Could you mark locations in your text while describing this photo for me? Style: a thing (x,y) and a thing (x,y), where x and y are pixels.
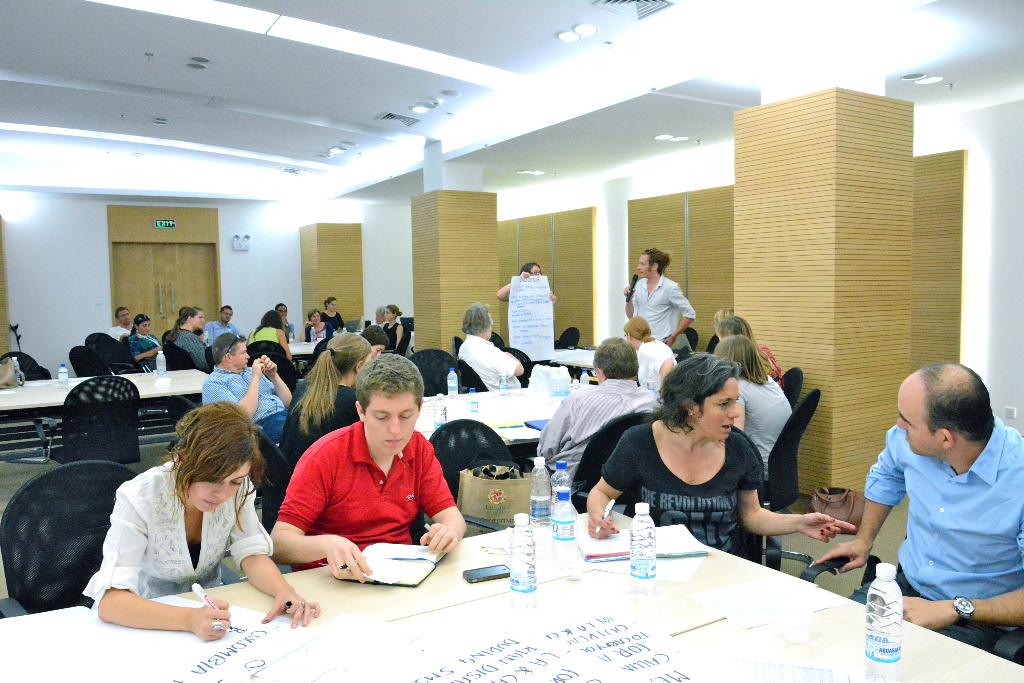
In this image i can see a group of people (343,549) sitting on a chair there are few bottles (558,549), papers (417,644) on a table (398,587) at the back ground (416,304) i can see a pillar (339,256) and a wall (294,264) and a door (155,274).
